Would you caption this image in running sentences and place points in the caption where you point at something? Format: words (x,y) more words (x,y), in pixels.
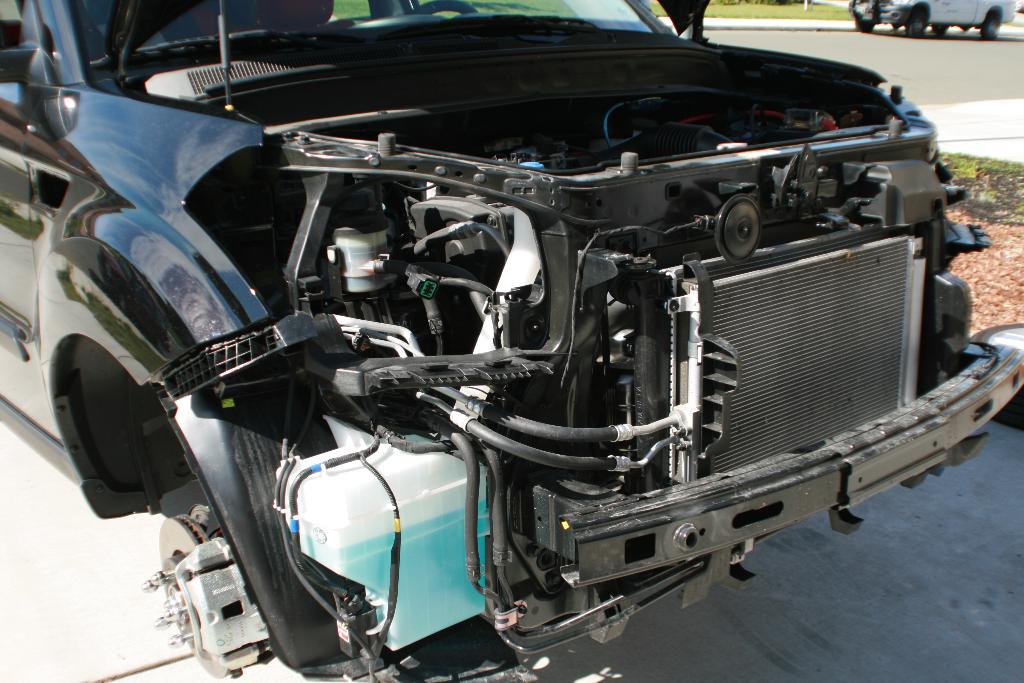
In the image there is a car (150,143) with an engine (671,105) is open. At the top right corner of the image (963,5) there is a car (956,20) on the road (919,95).
